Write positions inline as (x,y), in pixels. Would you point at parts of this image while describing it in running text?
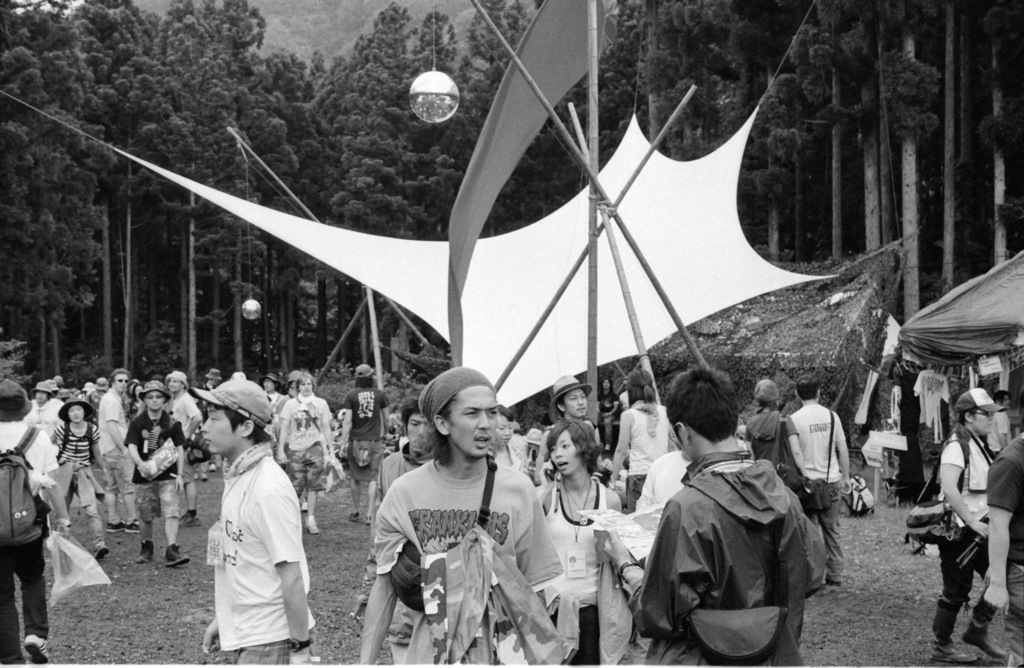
In this black and white picture there are few persons (357,473) walking on the land (185,534). Middle of the image (593,409) few bamboo sticks (619,222) are tied with a rope (598,205). Behind there is an object (633,225). A lamp (419,102) is hanged from the stick (494,25). Right side there are few tents (962,312). Background (288,317) there are few trees (274,124). Left side (33,487) there is a person (19,563) carrying a bag (17,485). He is walking on the land (99,615).
